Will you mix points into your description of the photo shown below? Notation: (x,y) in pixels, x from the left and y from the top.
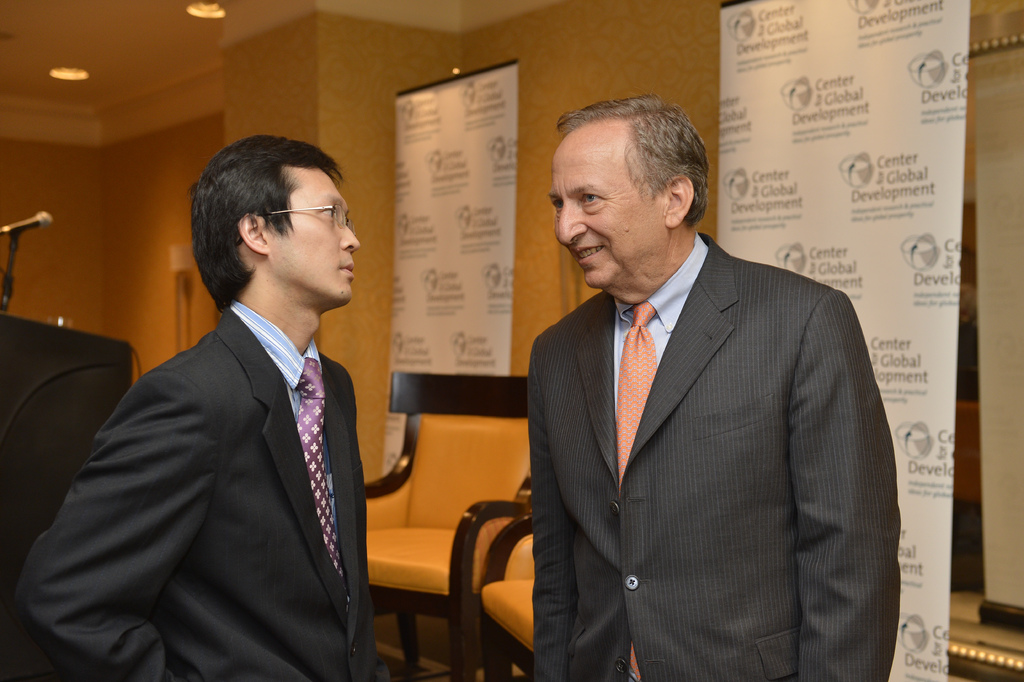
There are two men (546,562) standing. In the background (509,541) there are chairs (468,572) and hoardings (851,131), wall (599,75) and light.
